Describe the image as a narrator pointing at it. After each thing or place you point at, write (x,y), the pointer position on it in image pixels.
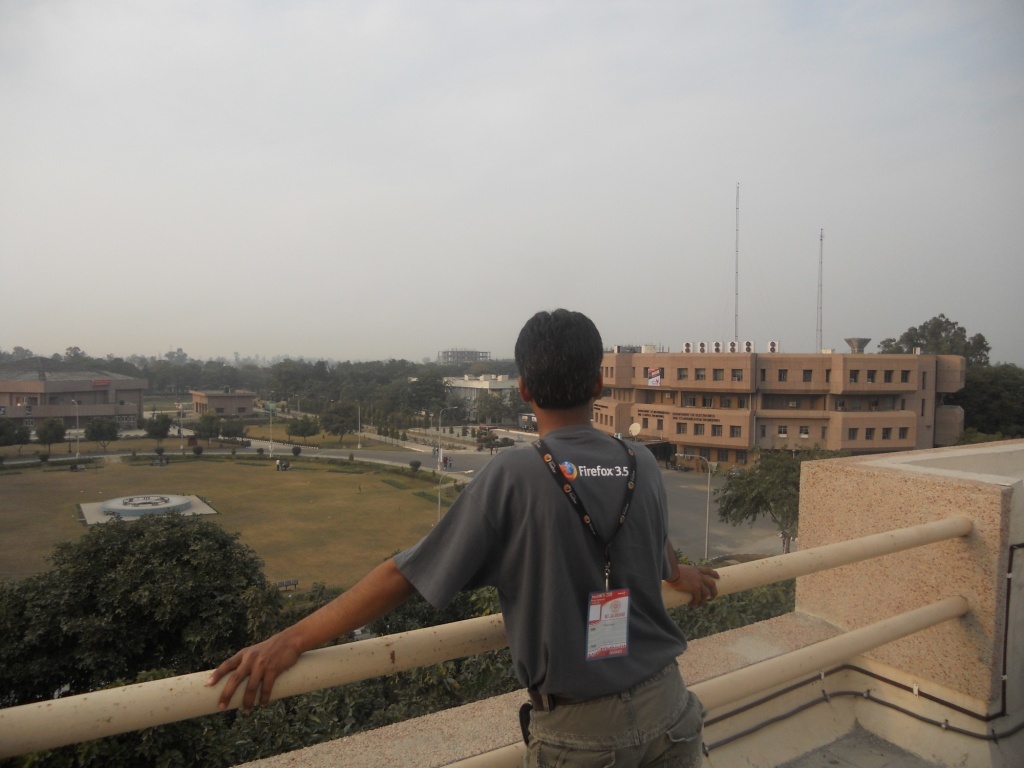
In this image I can see a man (517,578) is standing on the veranda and looking at that side. He wore an ID card (596,603), on the left side (222,587) there are trees (329,594). On the right side (774,407) there are buildings (729,430). At the top (394,112) it is the sky (407,124).
